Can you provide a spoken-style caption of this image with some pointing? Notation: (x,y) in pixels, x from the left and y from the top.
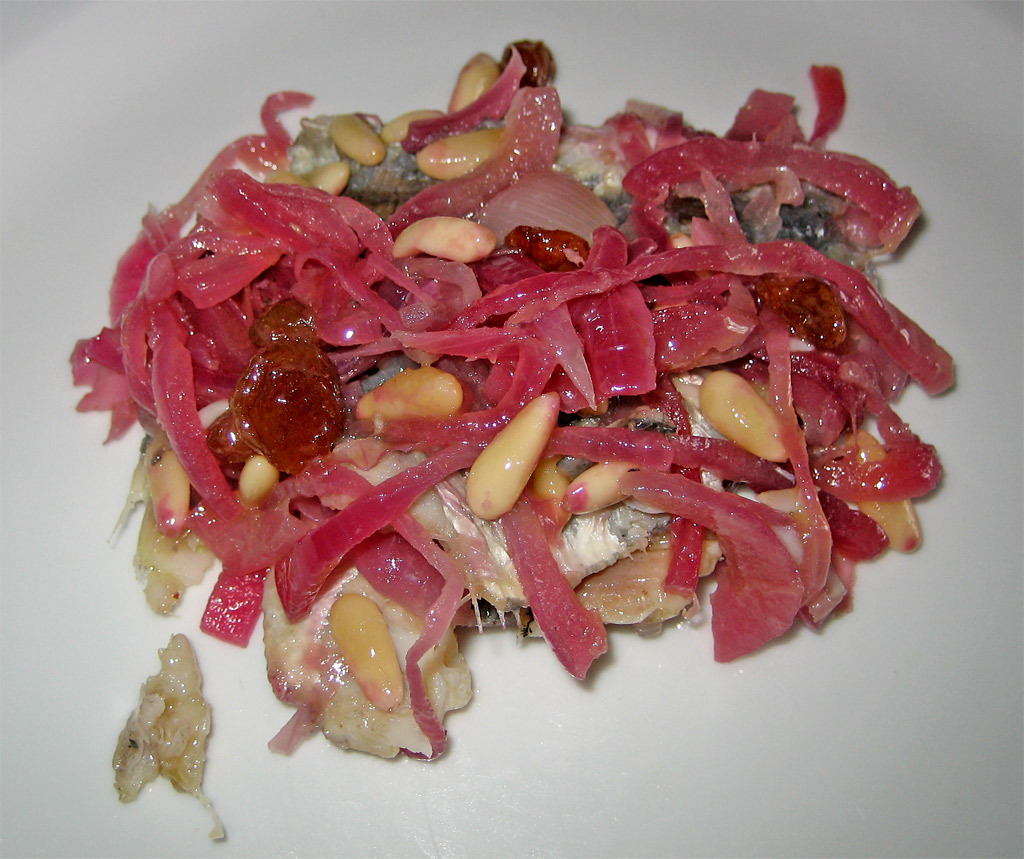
In a given image I can see a some food item (430,494).
